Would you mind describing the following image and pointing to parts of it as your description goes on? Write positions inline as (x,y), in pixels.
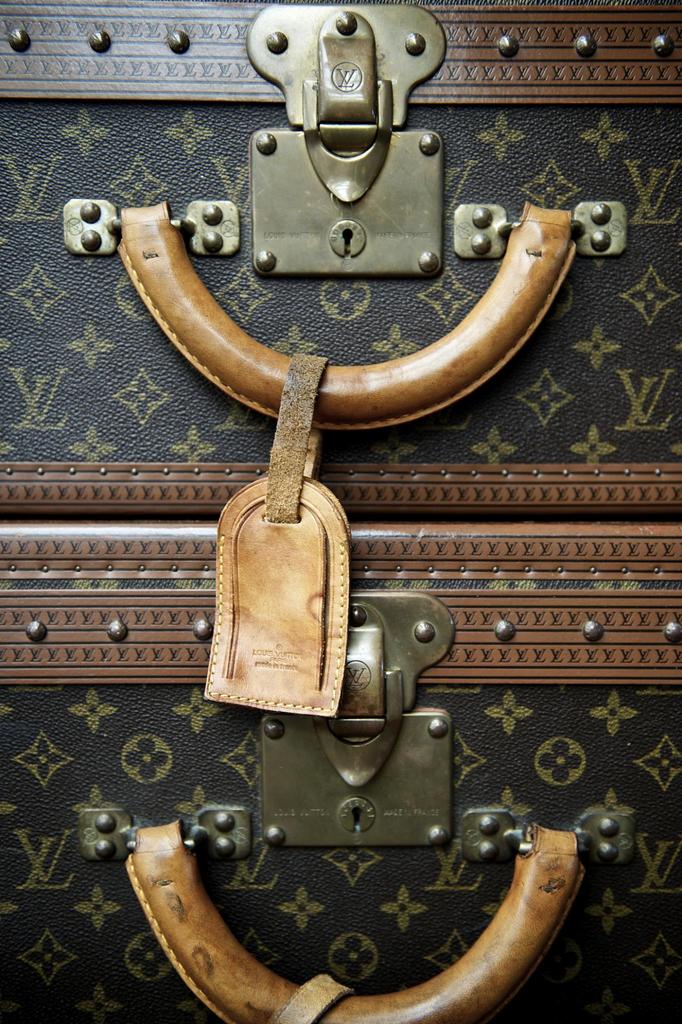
In this picture, we see two suitcase (490,320) which are black in color. To those suitcase (335,403) we have handle (389,407) which are brown in color and lock (326,93) which are in green color.
